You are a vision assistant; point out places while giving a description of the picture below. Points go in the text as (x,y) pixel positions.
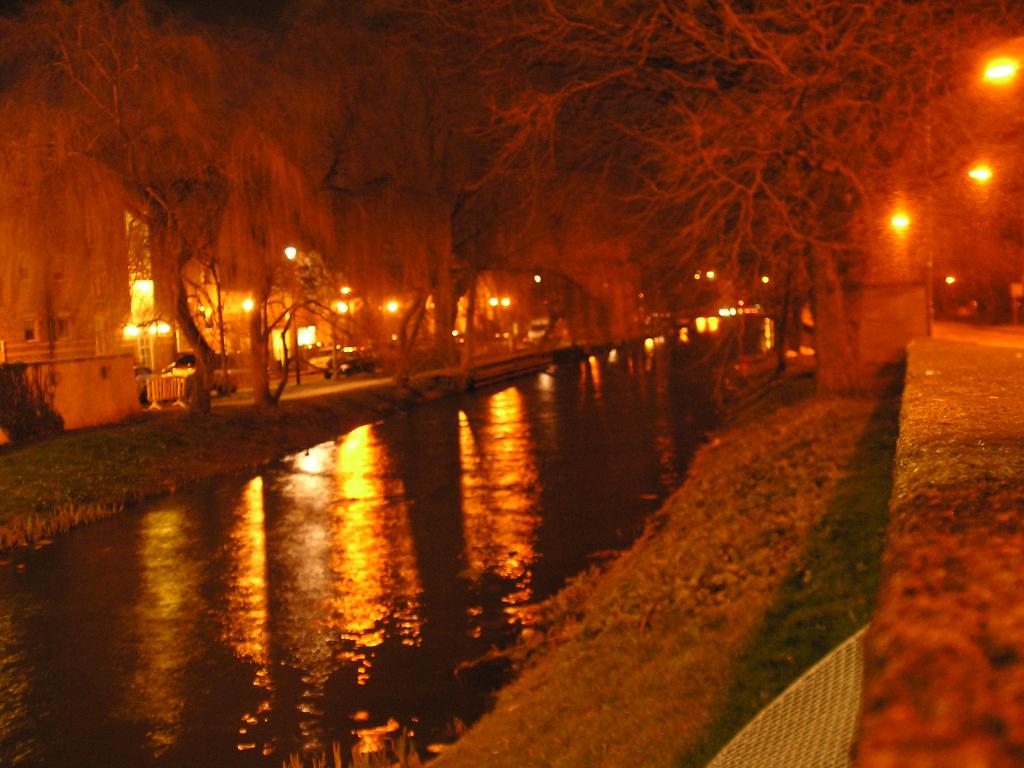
In this picture we can see water (360,588), few trees (368,251), vehicles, lights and buildings (129,215).
